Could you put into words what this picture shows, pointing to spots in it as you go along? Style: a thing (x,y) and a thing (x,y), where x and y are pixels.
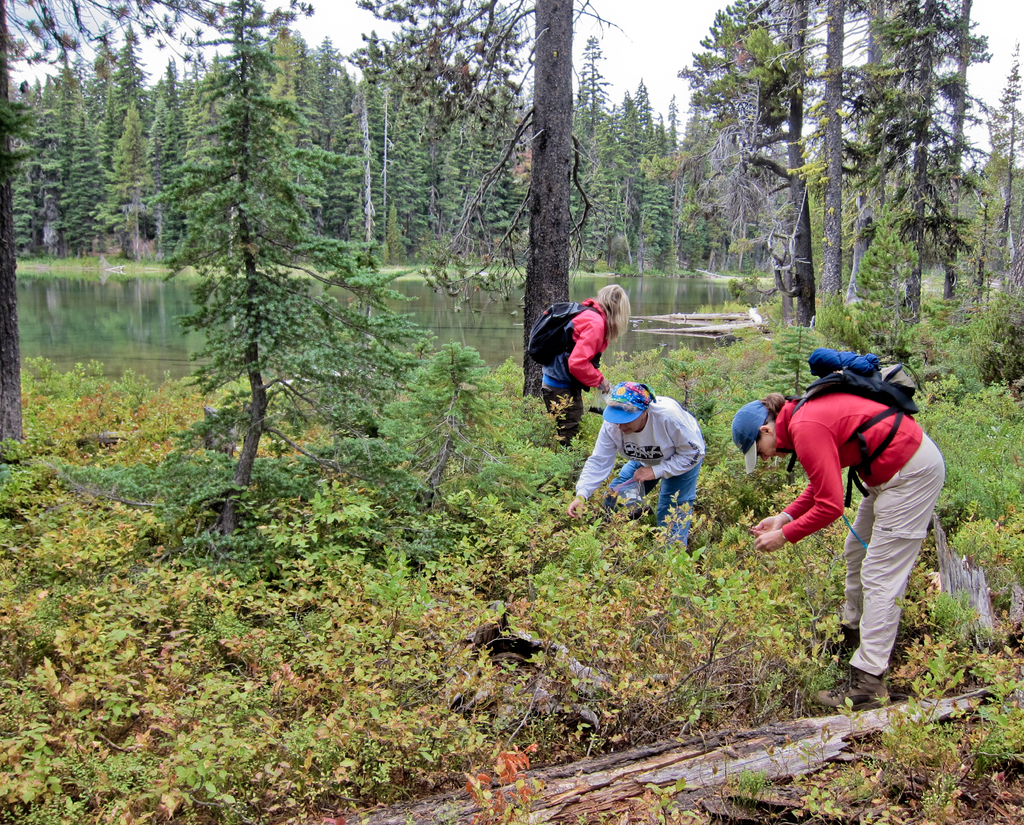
In this image we can see three people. There are plants (423,642). In the background of the image (403,213) there are trees (627,246), water (448,287) and sky (193,30).
